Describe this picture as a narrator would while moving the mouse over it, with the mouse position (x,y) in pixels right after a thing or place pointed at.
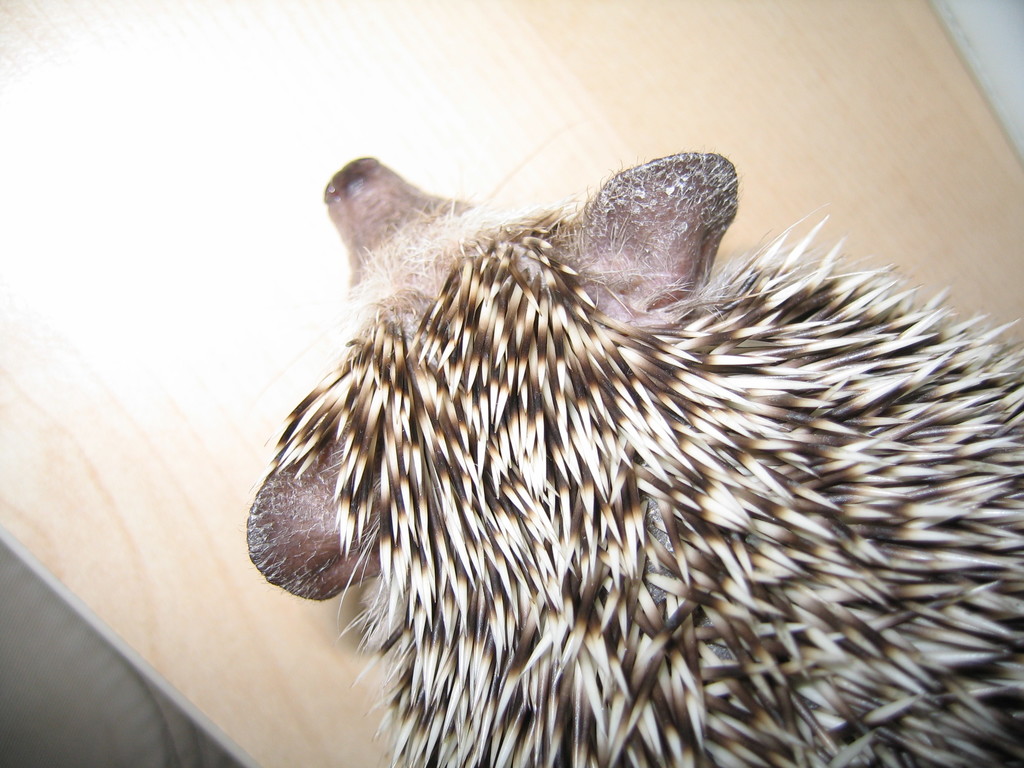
In this image I can see a animal (601,498) which is in brown and white color. Background (887,105) is in brown color.
